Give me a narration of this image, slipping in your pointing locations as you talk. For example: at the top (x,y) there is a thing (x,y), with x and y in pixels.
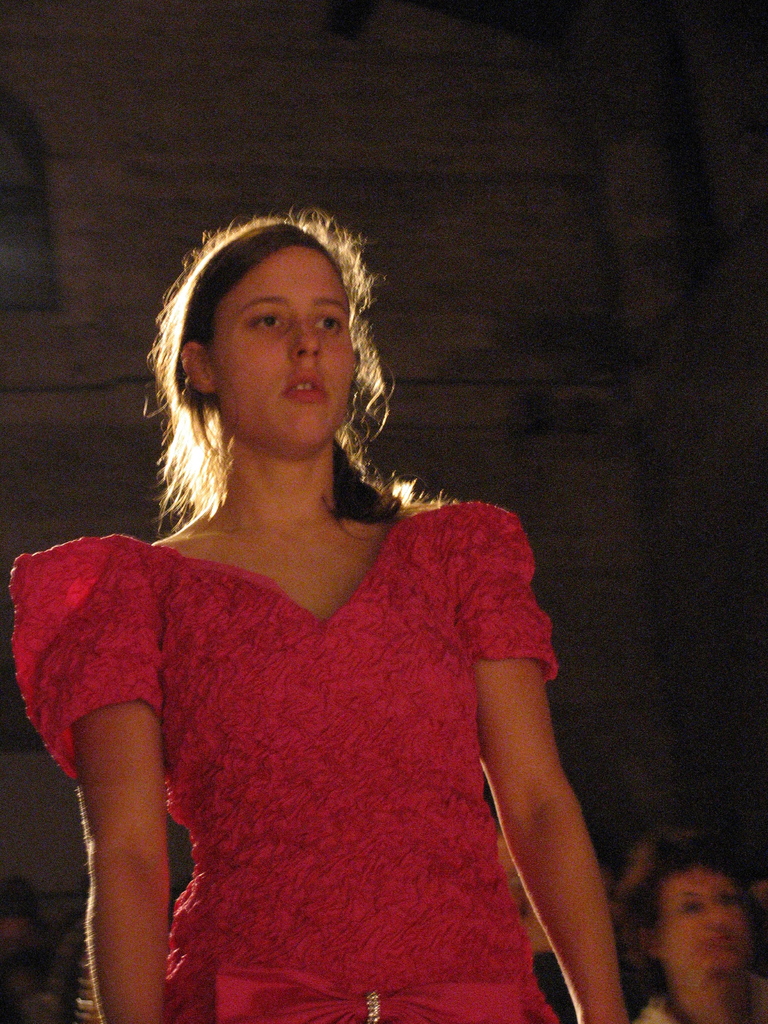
In this image there is one woman (434,628) standing in middle of this image (349,606) and there are some persons (734,959) at bottom of this image (8,929) as well. There is a wall (442,261) in the background (442,261).
